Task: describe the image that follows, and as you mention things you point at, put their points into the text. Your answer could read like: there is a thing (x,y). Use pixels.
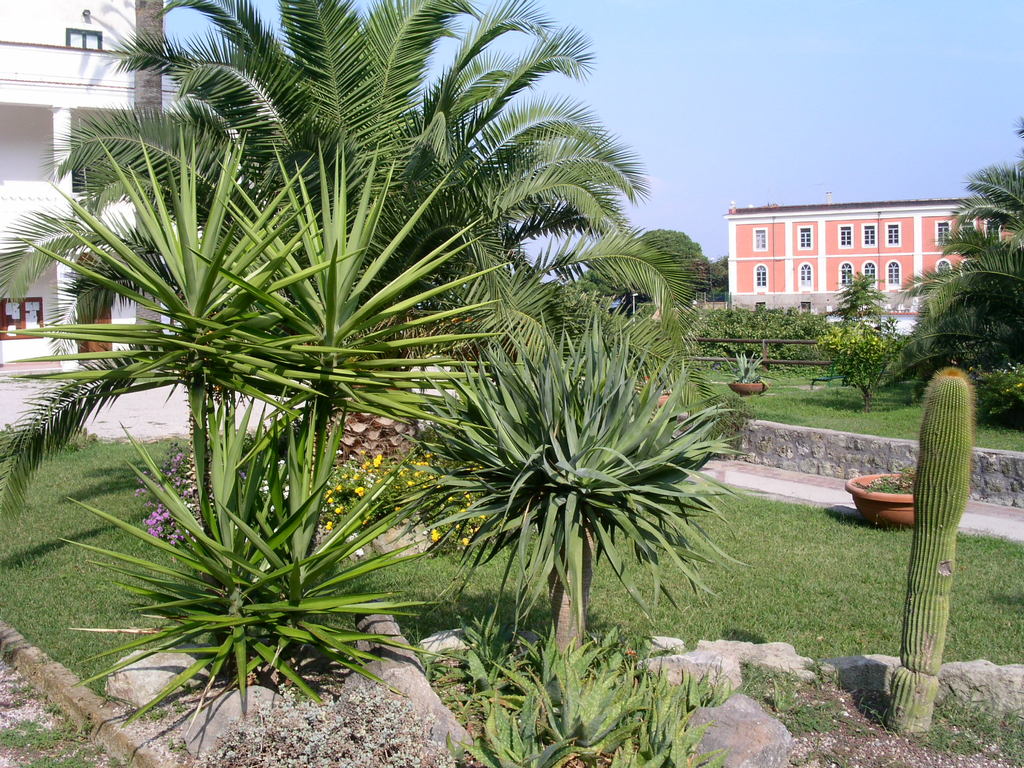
In the foreground of the picture (519,453) I can see the trees (599,344). I can see the flowering plants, green grass (846,519) and a flower pot (892,494). In the background (857,339), I can see the buildings (732,275) and trees (685,260). There are no clouds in the sky (856,111).
